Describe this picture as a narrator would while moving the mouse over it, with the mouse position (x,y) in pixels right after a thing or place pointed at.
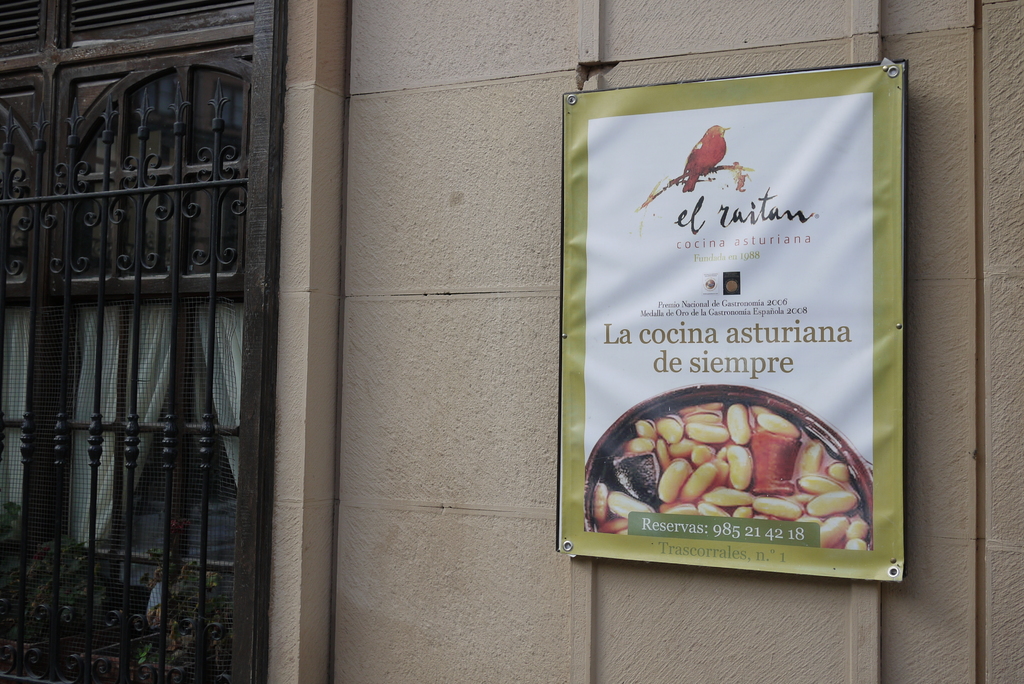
In this image there is a banner (727,338) with a board (749,313) attached to the wall (489,349), there is a gate (68,358), curtains (20,413).
